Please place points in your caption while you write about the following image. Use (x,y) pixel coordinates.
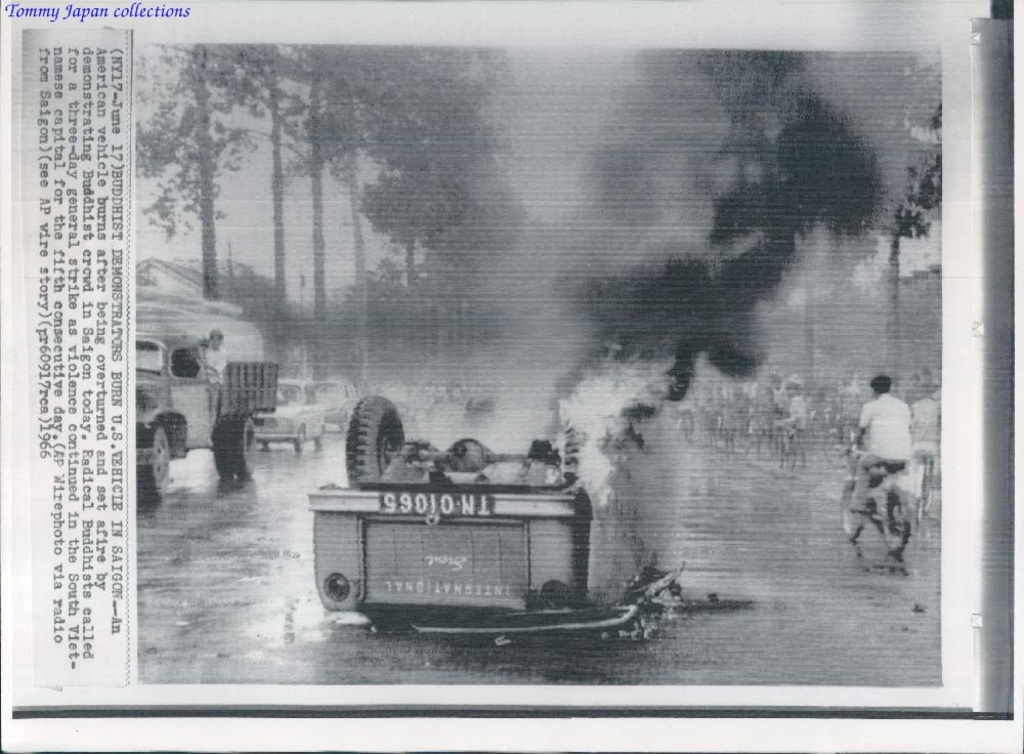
In this picture I can see an article (651,237), on which I can see an image (409,351) in which I can see the path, on which there is a vehicle (430,451) which is on fire (591,401) and I see number of vehicles (319,382) and people (746,398) on cycles (790,428). In the background (296,159) I can see the trees (175,66). On the left side of this image (53,188) I see something is written.
